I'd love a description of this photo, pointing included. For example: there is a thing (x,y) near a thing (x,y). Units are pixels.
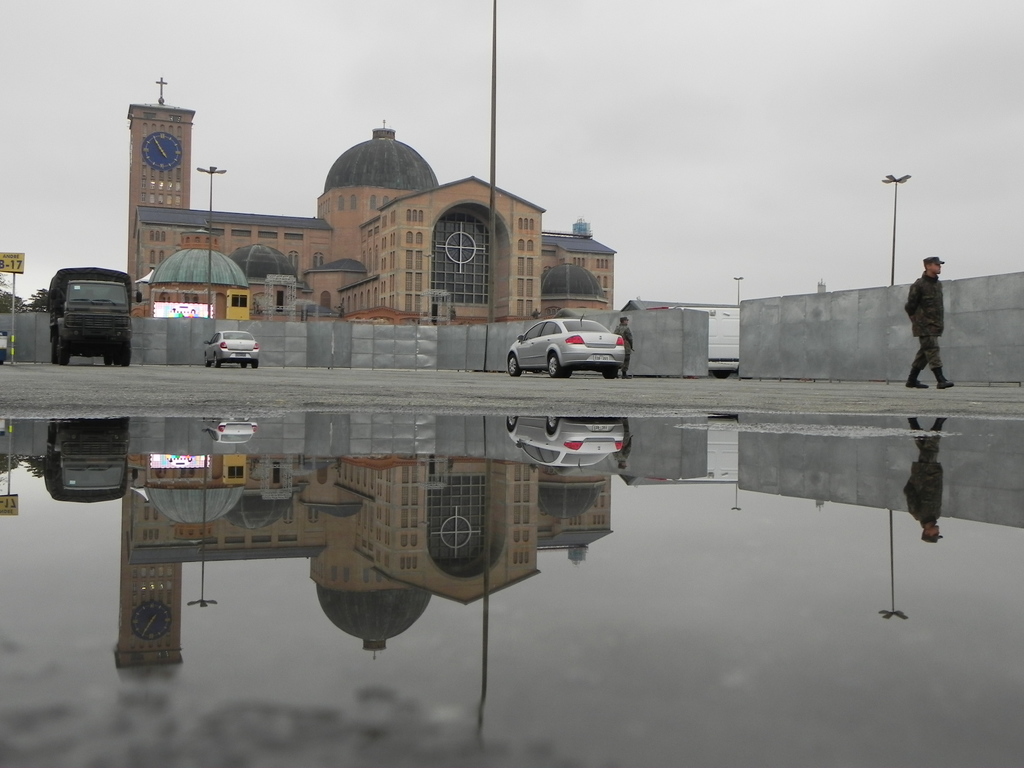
In this picture I can see there are vehicles (86,332) parked here and there are two persons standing and in the backdrop (299,314) I can see there is a building (476,209) and the sky (692,135) is cloudy.
